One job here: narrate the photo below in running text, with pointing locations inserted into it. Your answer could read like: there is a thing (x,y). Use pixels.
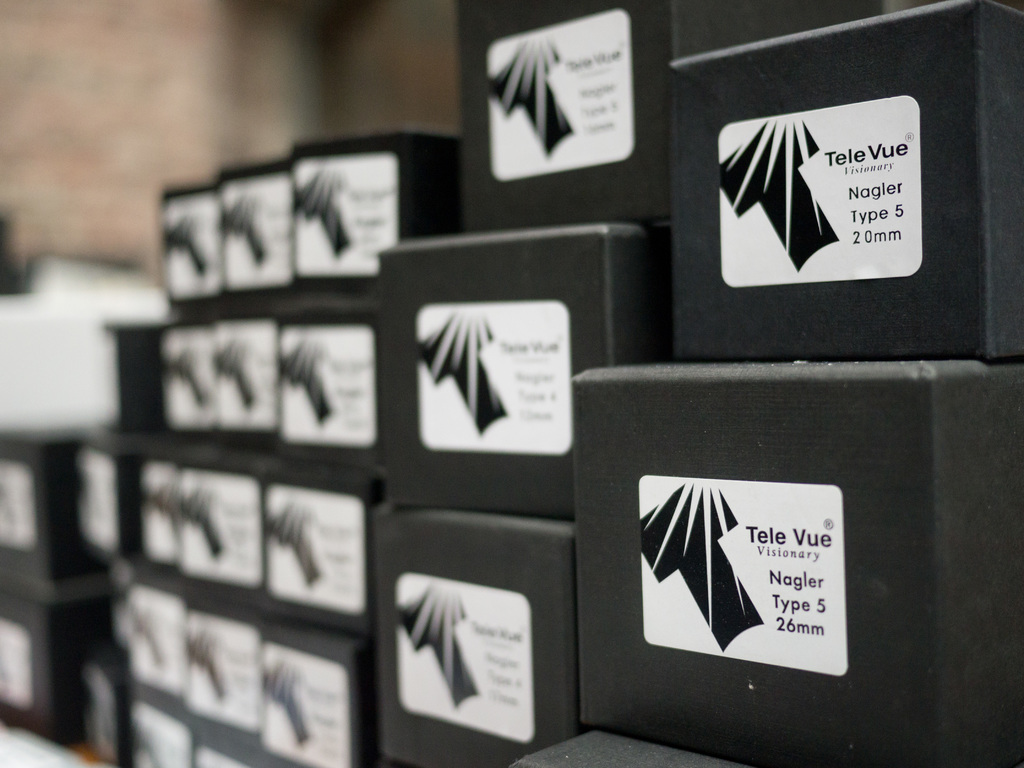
In this picture we can see boxes (182,474) and in the background (72,498) we can see it is blurry.
